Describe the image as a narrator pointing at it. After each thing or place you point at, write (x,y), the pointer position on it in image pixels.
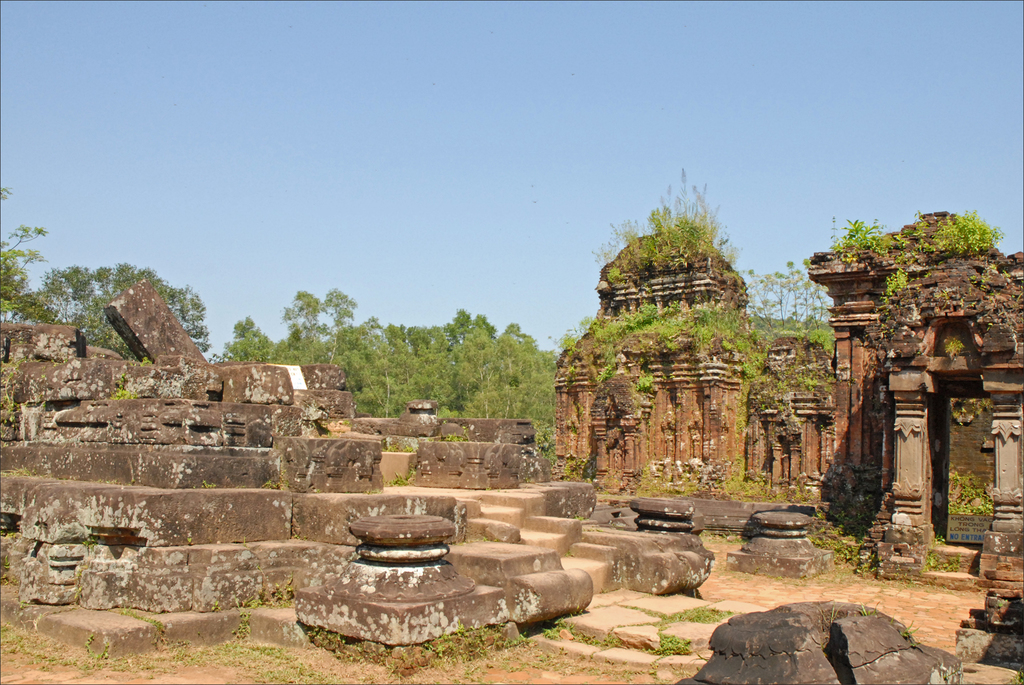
In this image we can see sky (350,168), trees (458,355), ruins (637,428), floor (687,620) and plants (906,233).
